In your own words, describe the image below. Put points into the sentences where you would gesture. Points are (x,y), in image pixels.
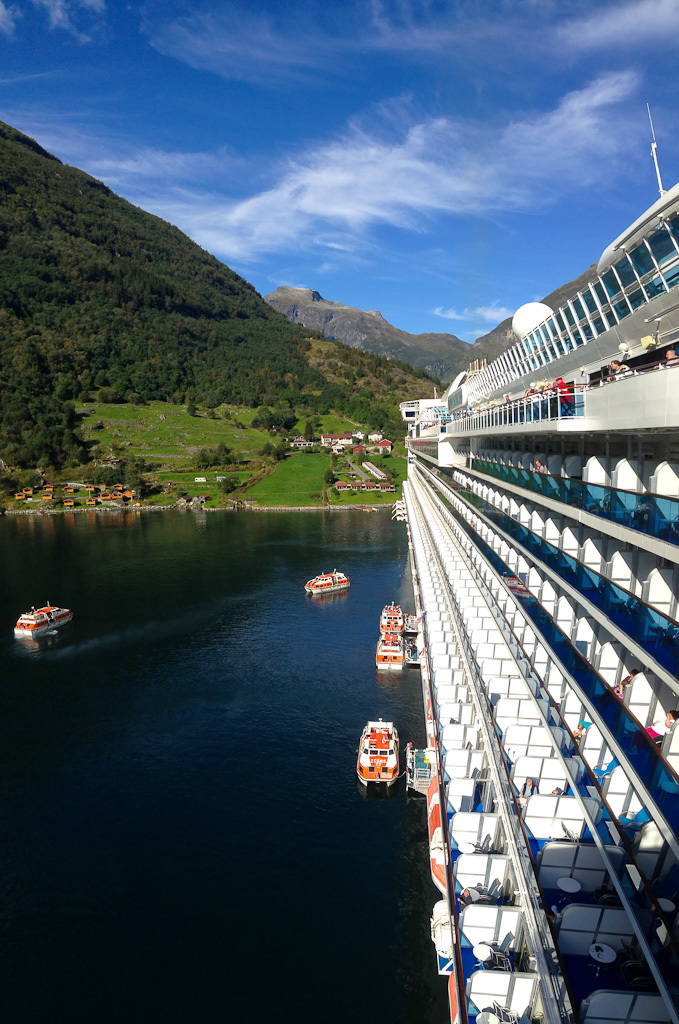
In the picture I can see a ship (576,891) and boats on the water (253,588). In the background (374,477) I can see houses (368,469), trees (365,404), mountains (410,387) and the sky (335,290).
